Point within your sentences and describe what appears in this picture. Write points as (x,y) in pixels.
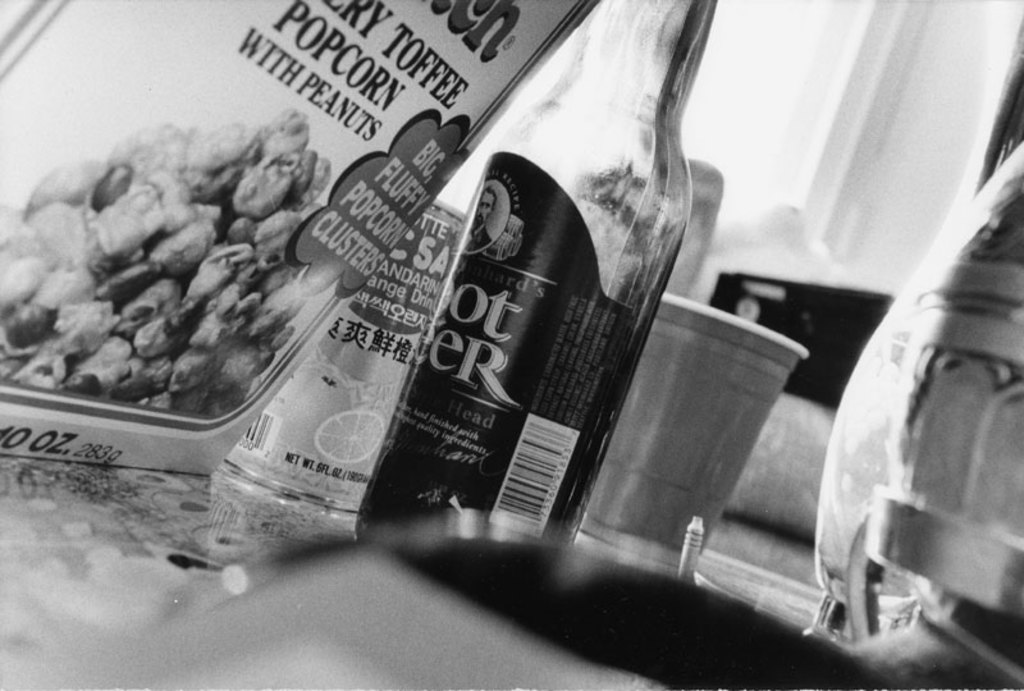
This is a black and white image. I can see a glass bottle (550,358), glass (708,421), tin (355,381), and a paper (108,93) placed on the table (179,503).
